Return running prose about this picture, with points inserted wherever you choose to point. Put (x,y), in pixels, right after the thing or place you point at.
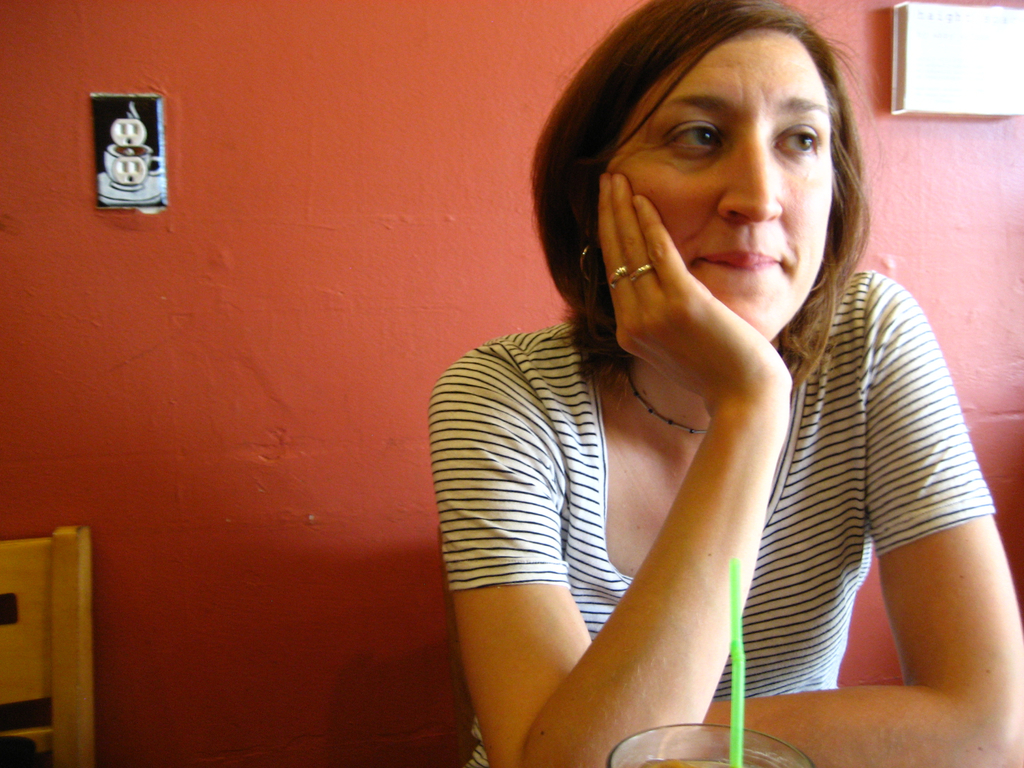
In this picture there is a woman (625,458) sitting. In the foreground (727,751) there is a straw (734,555) in the glass (726,728). On the left side of the image (19,547) there is a chair (3,589). At the back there are objects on the wall (248,198).
